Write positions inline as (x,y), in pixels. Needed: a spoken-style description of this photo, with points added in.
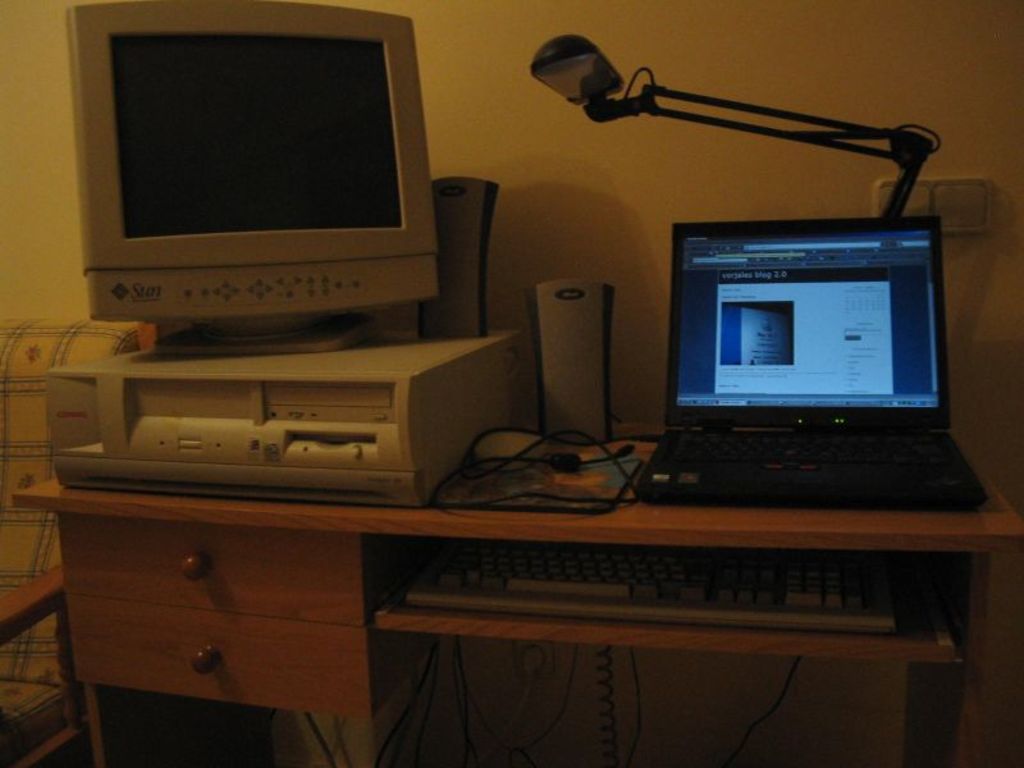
In the image we can see there is a table (926,637) on which there is a monitor (226,144) and a laptop (786,454) and a table lamp (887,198) and speakers (453,230) are kept and there is a keyboard (744,609) which is attached to the stand (757,642).
